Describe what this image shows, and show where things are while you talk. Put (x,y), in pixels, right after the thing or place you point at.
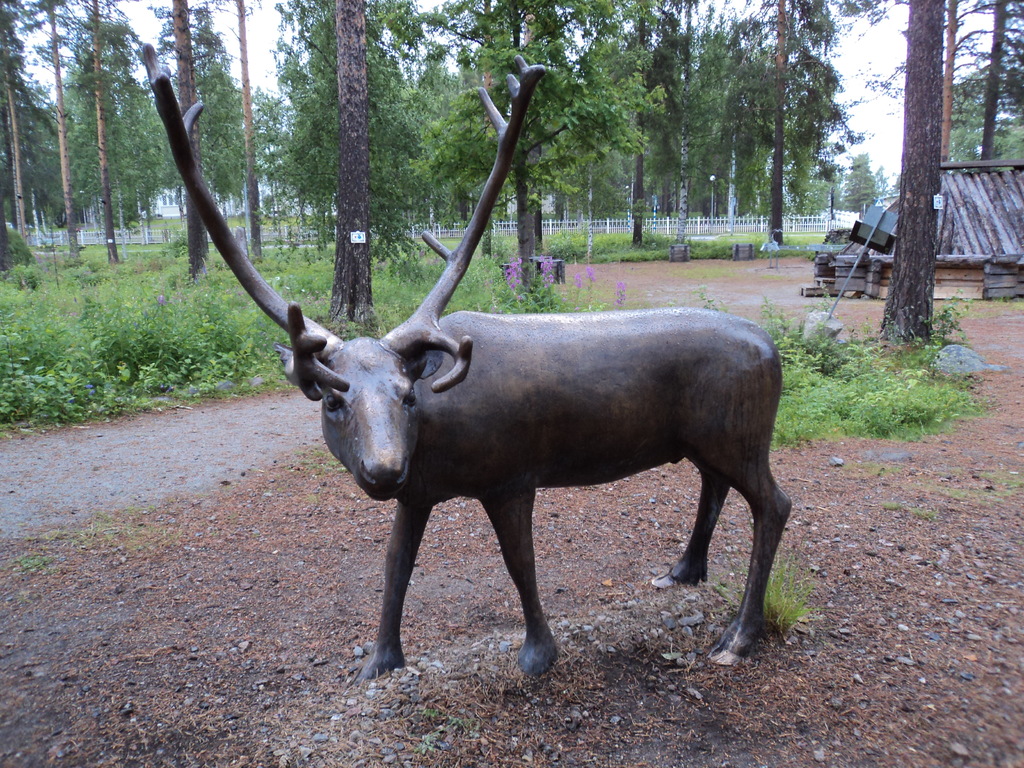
In this picture we can observe a statue (441,374) of a reindeer (586,449) which is in brown color. We can observe some plants (276,336) and trees (350,115). In the background (151,232) we can observe white color railing (751,221). There is a sky (847,56).
